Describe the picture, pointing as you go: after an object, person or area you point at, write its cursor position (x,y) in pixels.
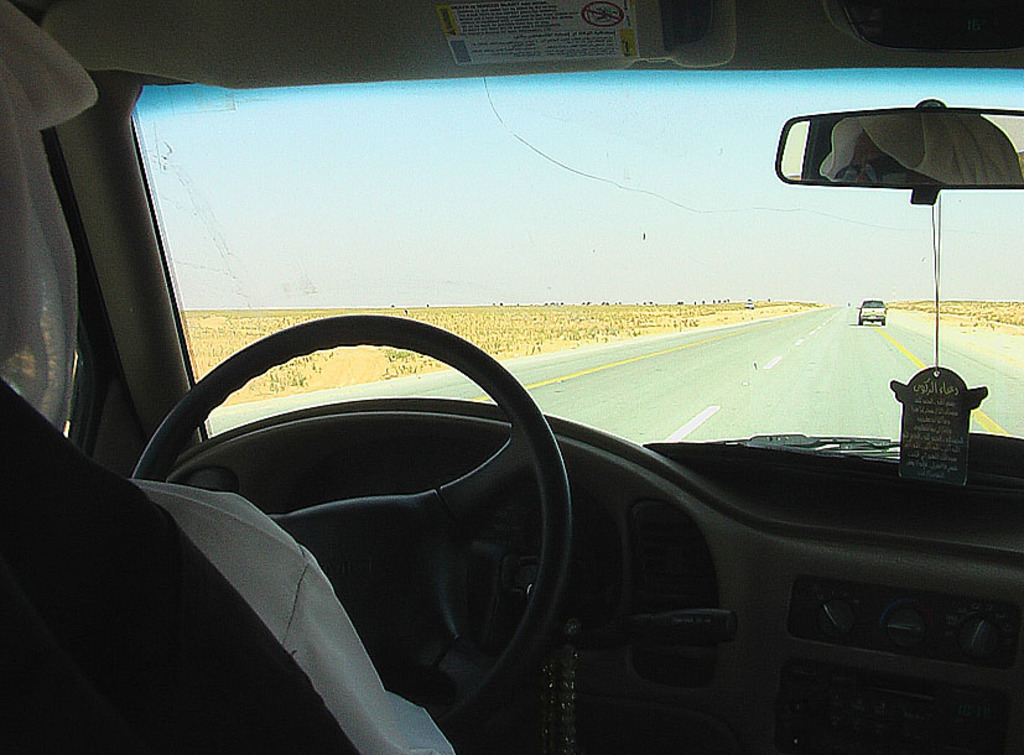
In the picture I can see the inner view of a car (990,565) In which a person (363,713) is sitting on the seat (224,637) and here we can see the steering (558,520), mirror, wind shield (629,382) through which we can see a vehicle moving on the road (693,337), we can see the ground (960,323) and the sky (484,239) in the background (477,182).
